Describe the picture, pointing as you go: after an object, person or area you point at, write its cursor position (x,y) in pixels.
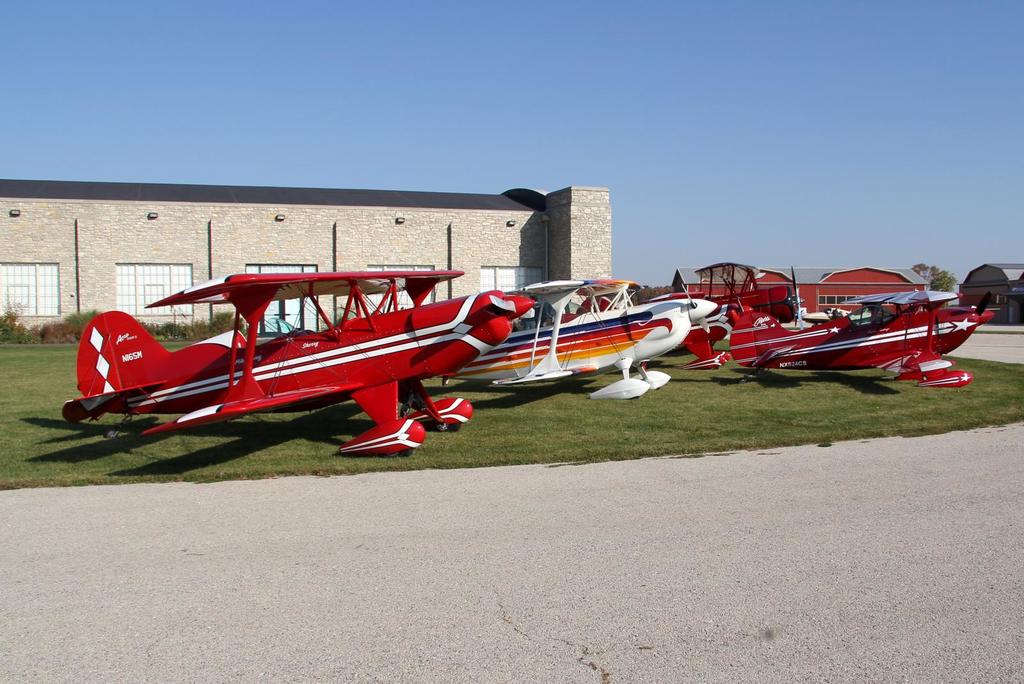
In this image I can see an open grass ground (306,418) and on it I can see few aircraft (533,370). I can see colour of these aircraft (410,325) are red and white. In the background (39,315) I can see plants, few buildings (1007,310), few trees (937,269) and the sky (687,138).
